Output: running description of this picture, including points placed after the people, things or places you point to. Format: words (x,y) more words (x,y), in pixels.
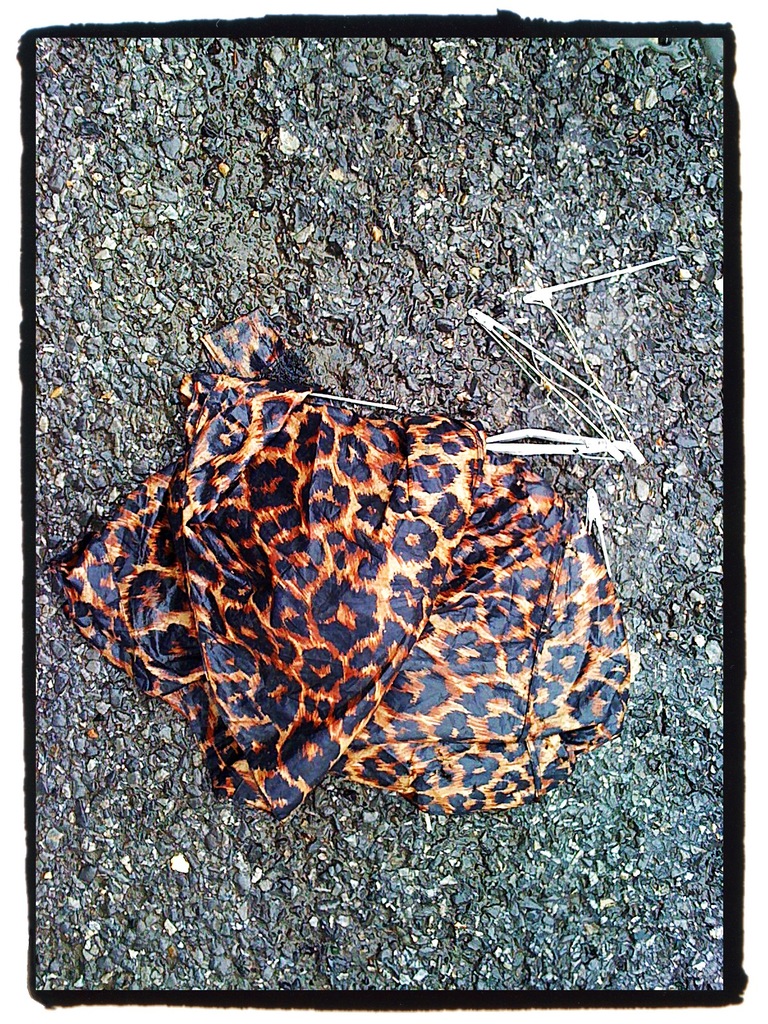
In the picture we can see a surface (280,861) on it we can see a leopard skin design cloth (371,523) on it.
